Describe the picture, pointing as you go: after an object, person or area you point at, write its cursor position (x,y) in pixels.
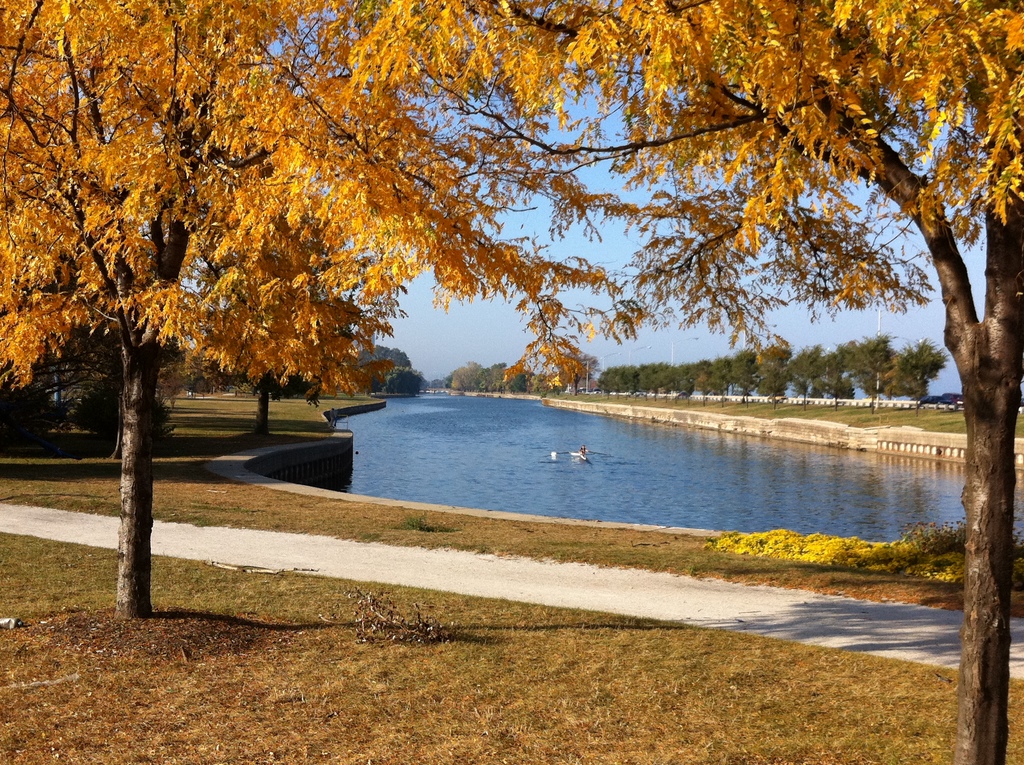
In this image we can see a lake (533,473). Around the lake (579,505) trees (290,389) and grasslands (709,573) are there. Background of the image (456,321) sky (442,325) is present.
